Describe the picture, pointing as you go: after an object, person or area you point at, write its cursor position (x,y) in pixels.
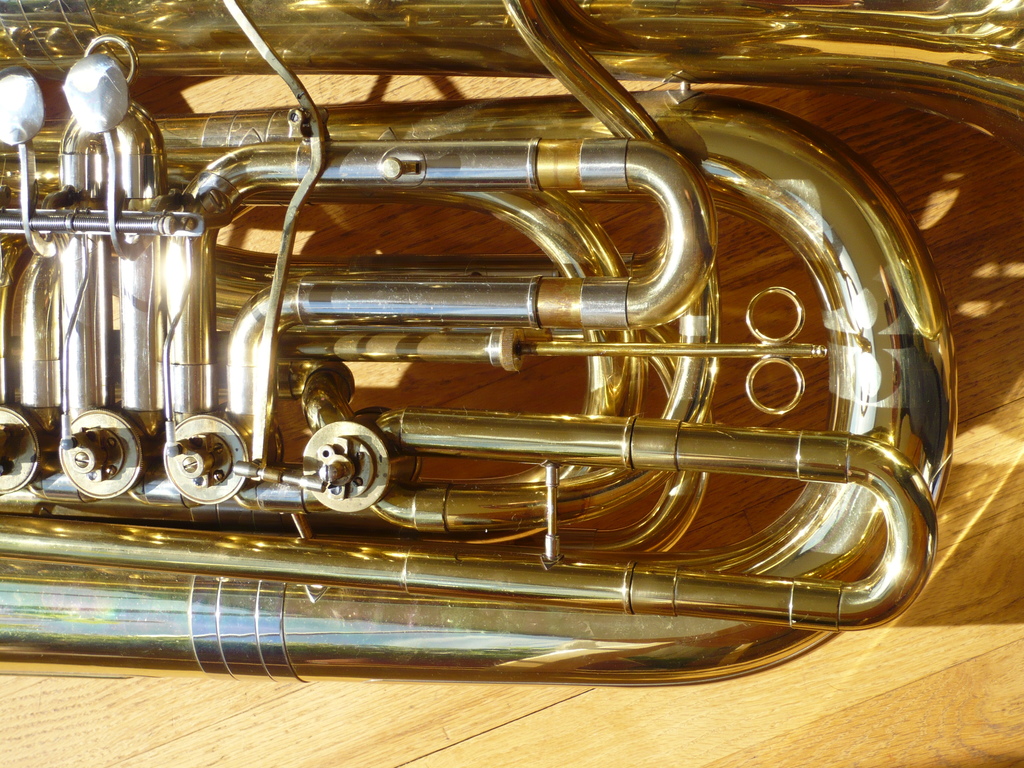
In this image we can see a tuba (579,489) placed on the table (806,672).
